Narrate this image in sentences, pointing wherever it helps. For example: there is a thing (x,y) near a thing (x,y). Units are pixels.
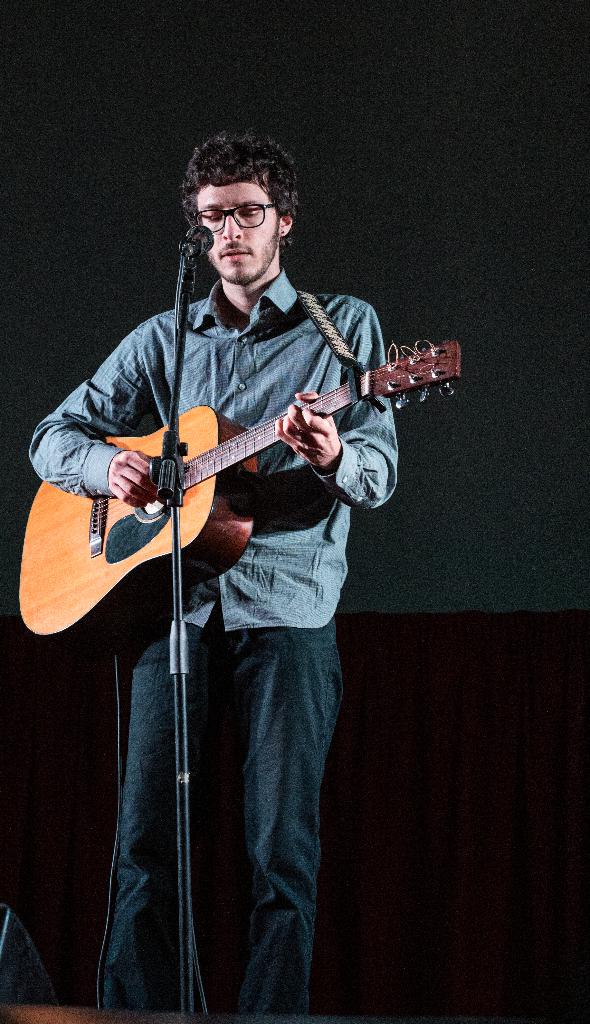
In the picture we can see a person (253,197) holding a guitar (226,500) and singing a song in a micro phone (201,240) which is in front of him.
